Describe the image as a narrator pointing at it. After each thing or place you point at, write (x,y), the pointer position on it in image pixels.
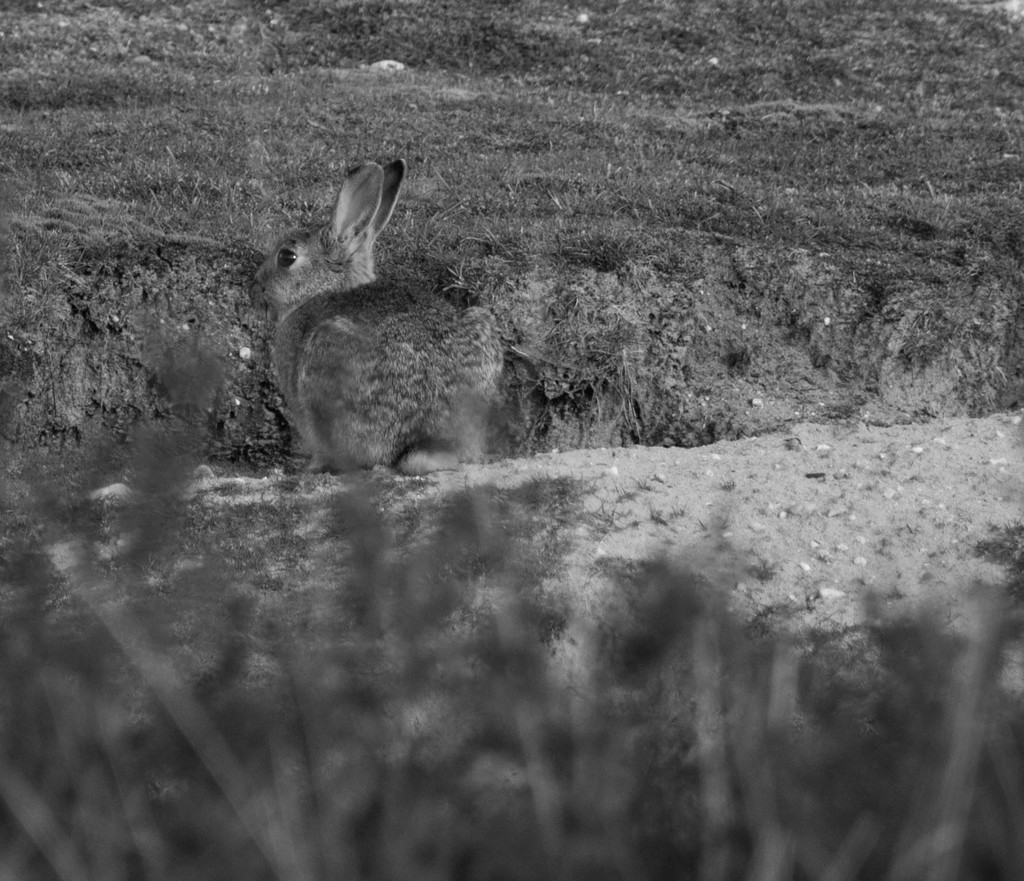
In this image there is grass (559,201), there is a rabbit (346,193), there is sand (804,477) towards the right of the image (818,487), there are stones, there are plants (390,717) towards the bottom of the image (451,680).
